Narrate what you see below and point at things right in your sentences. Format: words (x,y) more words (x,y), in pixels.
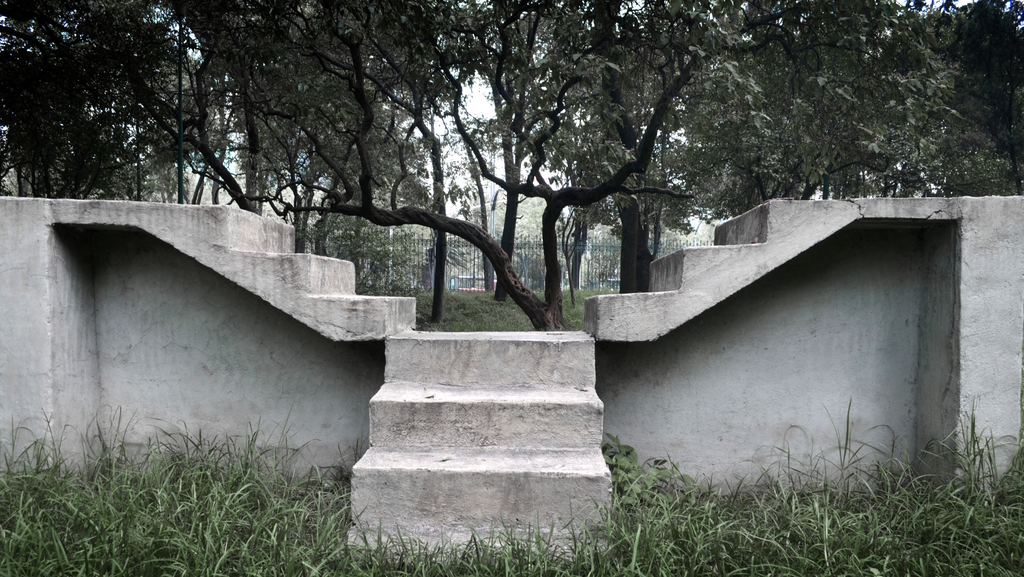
At the center of the image (584,380) there is a stairs (746,261). At the bottom of the image (529,558) there is a grass (943,542). In the background of the image (563,76) there are trees (690,76).
